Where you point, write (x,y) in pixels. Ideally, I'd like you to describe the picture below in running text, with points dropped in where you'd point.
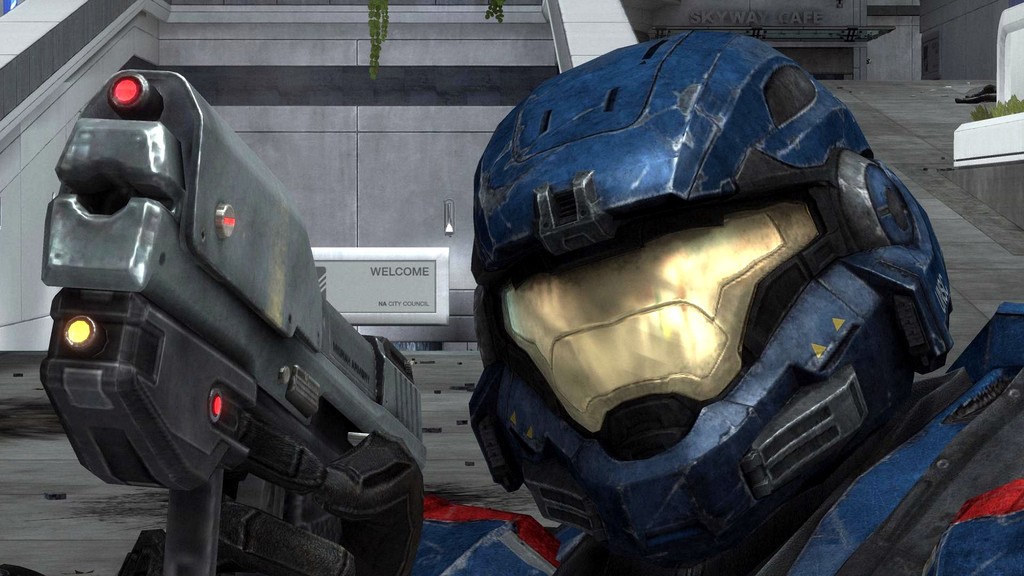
In the image we can see a robot (568,254) holding a weapon (250,389). Behind the robot (364,546) there is wall (368,118).
